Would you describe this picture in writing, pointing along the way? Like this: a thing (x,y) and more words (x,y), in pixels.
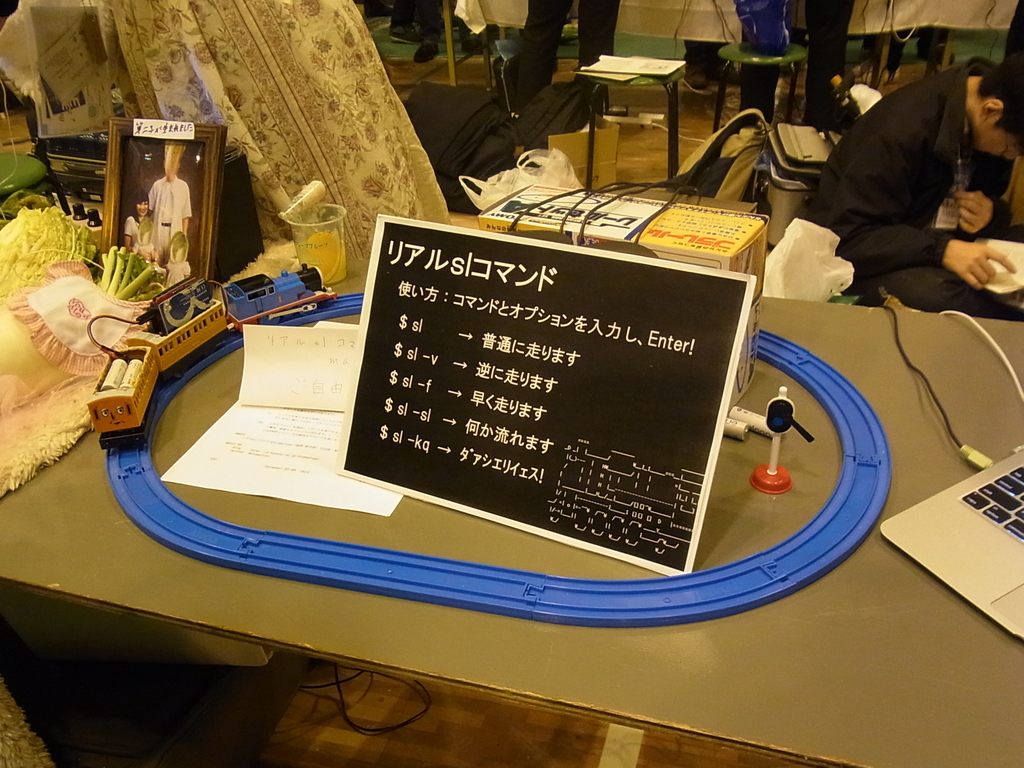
We can see board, papers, toy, photo frame (211,271), glass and things (114,336) on the table (739,684). On the background (838,22) we can see person (566,13) and table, chair (674,147), cover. There is a person (956,290) sitting on the chair (851,303).
